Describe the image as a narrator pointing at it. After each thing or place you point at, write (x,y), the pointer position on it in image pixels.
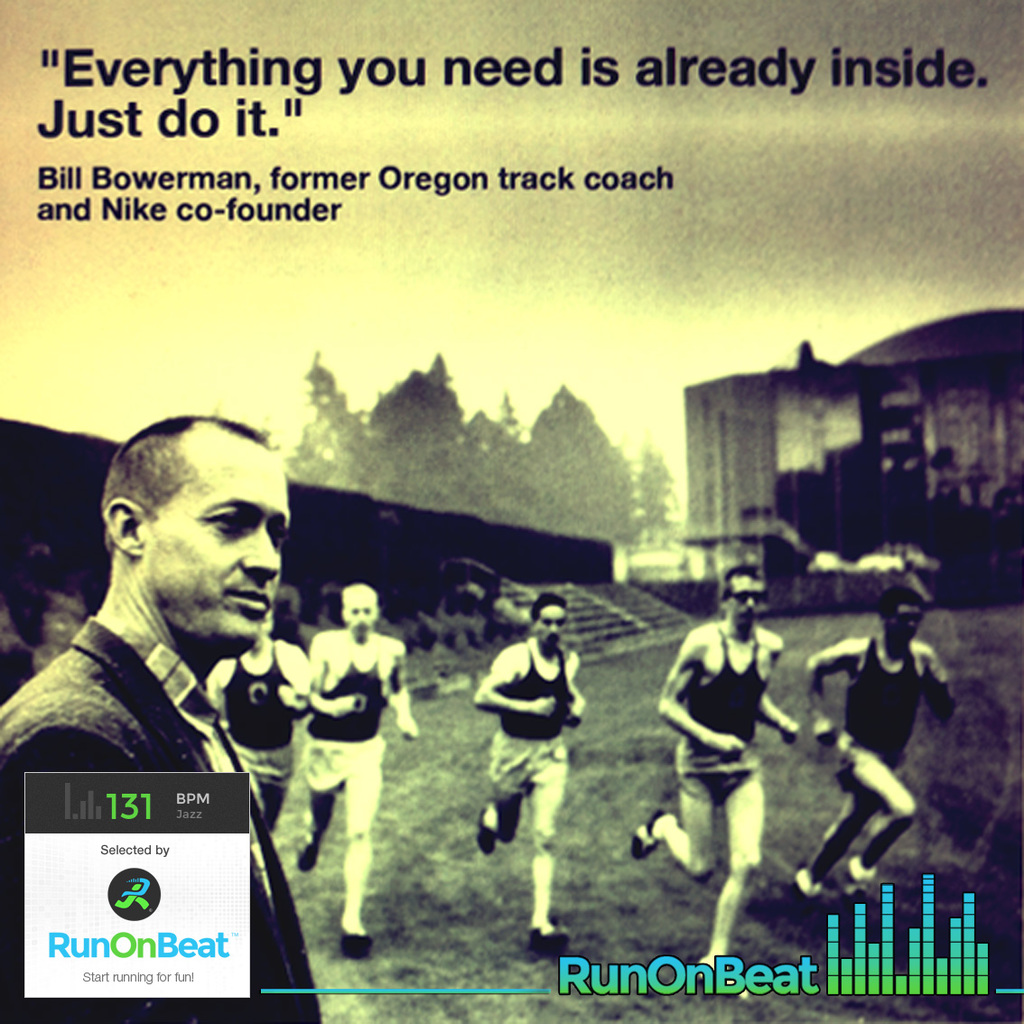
In this image we can see persons (867,728) running on the ground (797,768) and a person (268,598) standing. In the background (655,541) we can see stairs (647,596), buildings (707,553), trees (596,440) and sky (466,271).
